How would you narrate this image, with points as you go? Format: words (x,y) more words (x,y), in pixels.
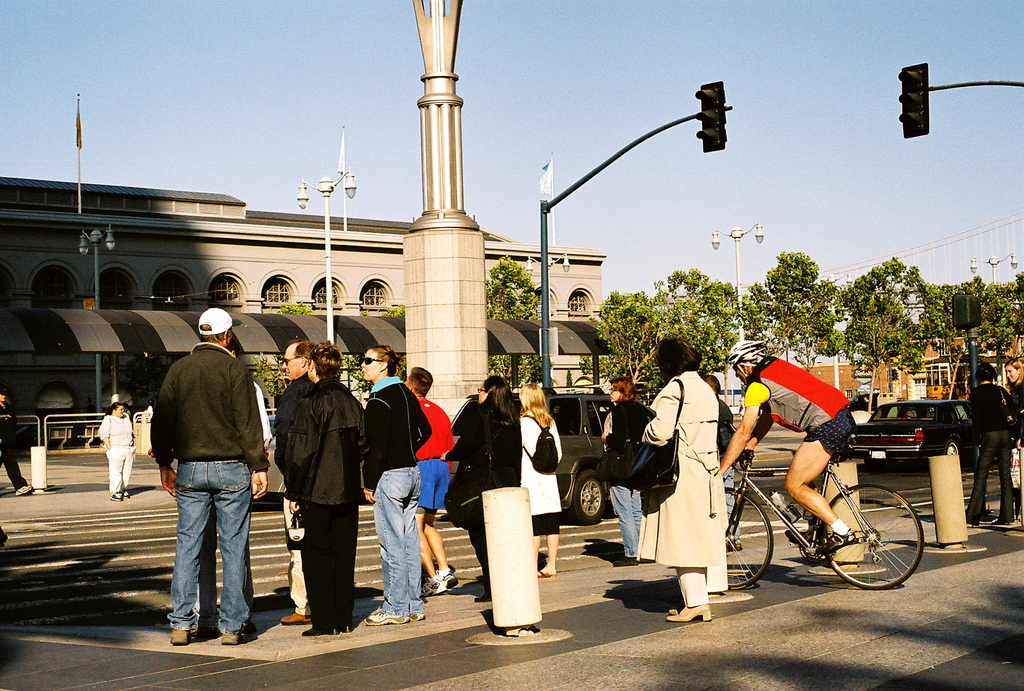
This is a picture of outside of the city (437,481), in this picture in the foreground (229,413) there are some people (524,446) who are standing and one person (825,511) is sitting on a cycle (827,477) and also there are some poles (956,462) and traffic signals (714,121). In the background (83,399) there are some buildings (252,261) and poles (470,298) and lights (112,236), at the bottom (292,608) there is a road (884,579) and on the right side (896,424) there is one car (934,433). On the top of the image (302,59) there is sky (550,48).
